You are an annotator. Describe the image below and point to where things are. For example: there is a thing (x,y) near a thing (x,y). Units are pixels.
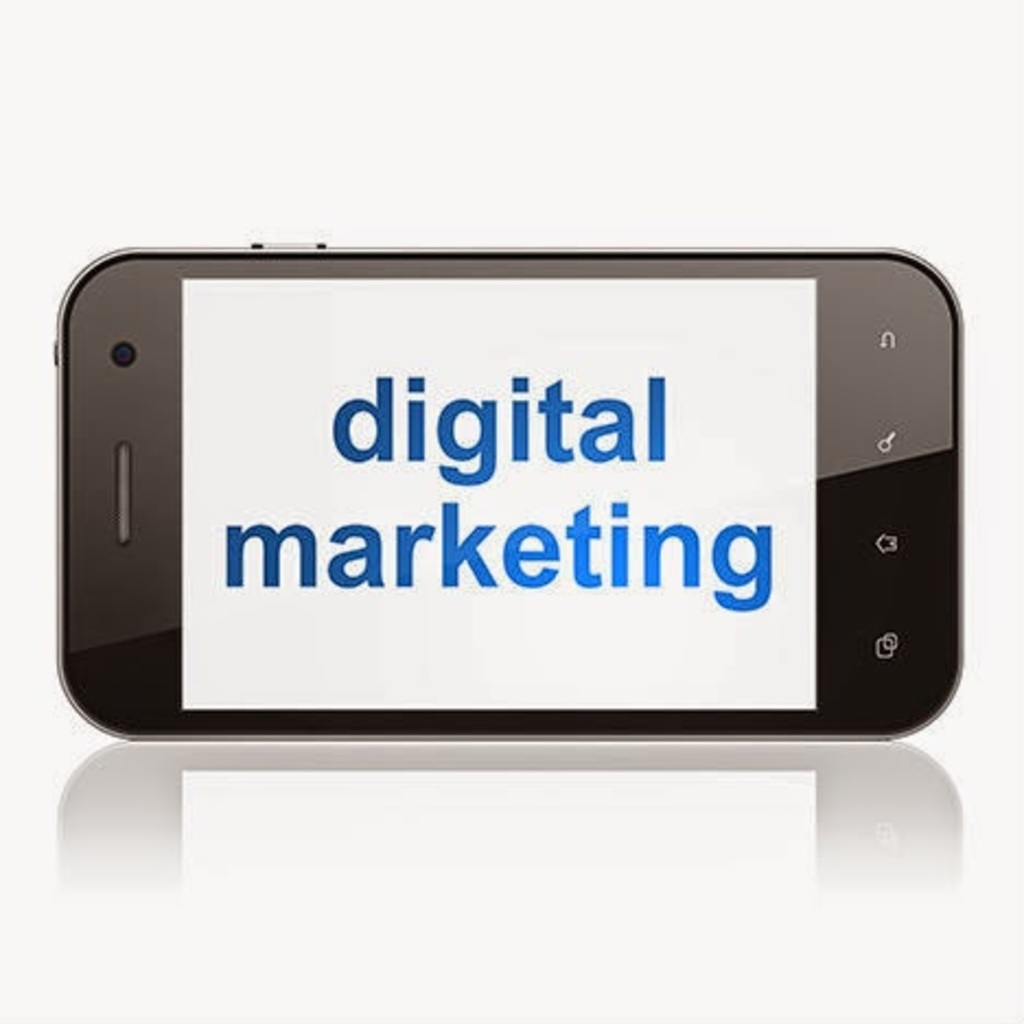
In this image I can see a smartphone (145,357) kept horizontally on a platform (55,920). I can see the screen (297,490) with some text (381,452). I can see the reflection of the phone (604,497) at the bottom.
